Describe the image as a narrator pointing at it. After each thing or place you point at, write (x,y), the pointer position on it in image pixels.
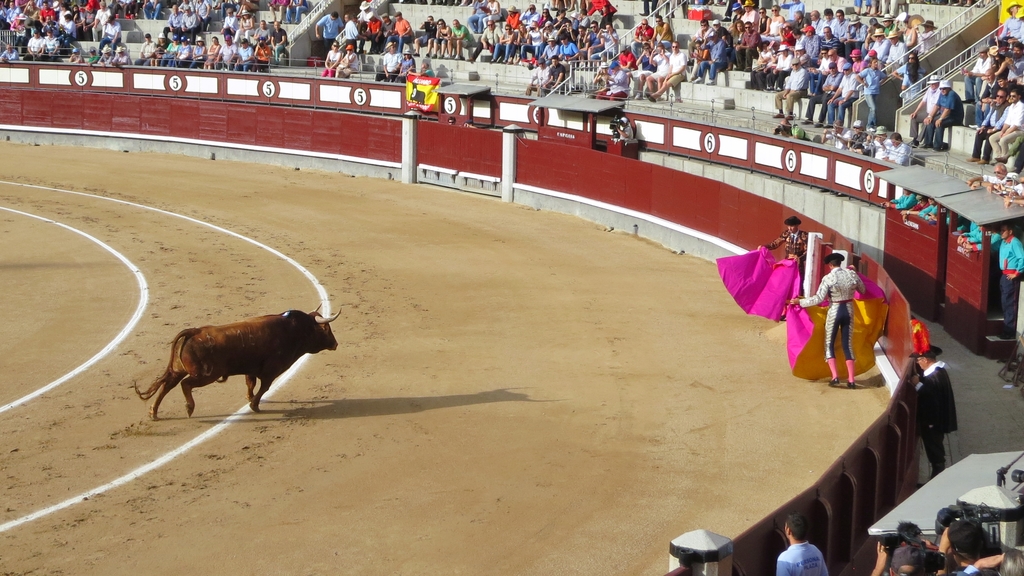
In this image we can see a bull (282,369) on the ground (368,357). And there are two persons (860,282) wearing hats (786,223). And they are holding cloth (775,304). Also there is a fencing (649,183).
